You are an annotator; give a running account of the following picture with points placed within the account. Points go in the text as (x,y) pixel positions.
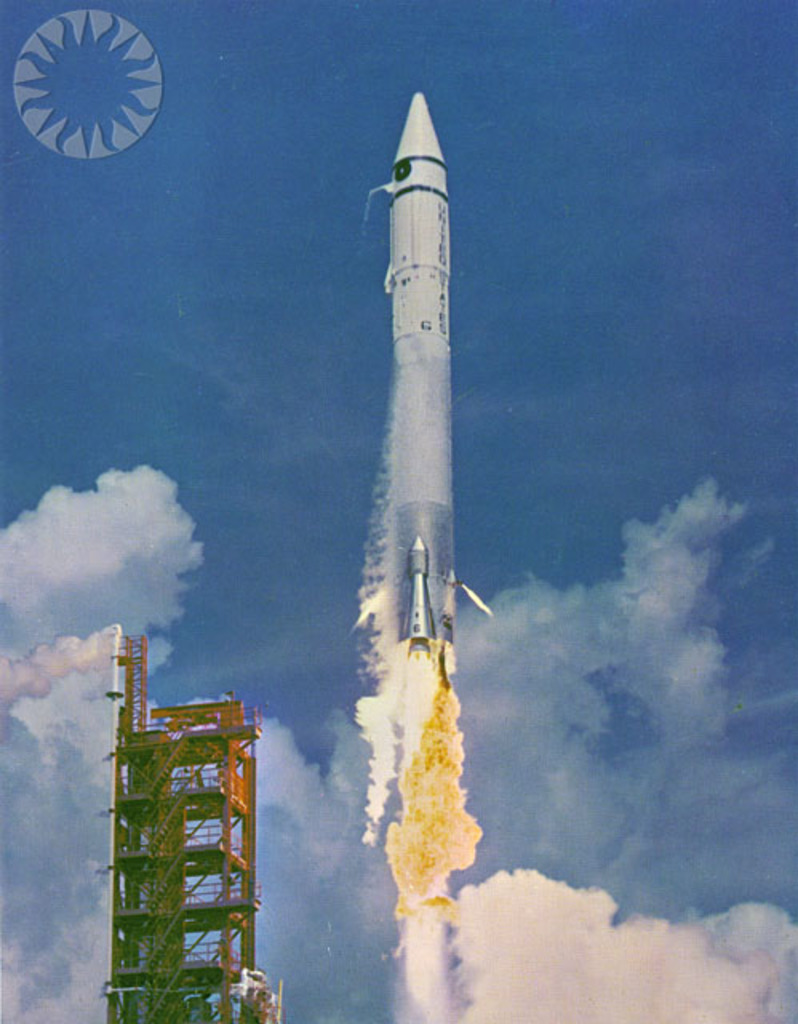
In this image we can see rocket (405,594) with fire (409,676). Also there is smoke (395,774). And there is a tower (148,877). In the left top corner (106,67) there is an emblem (71,100). In the background (489,260) there is sky (478,126).
